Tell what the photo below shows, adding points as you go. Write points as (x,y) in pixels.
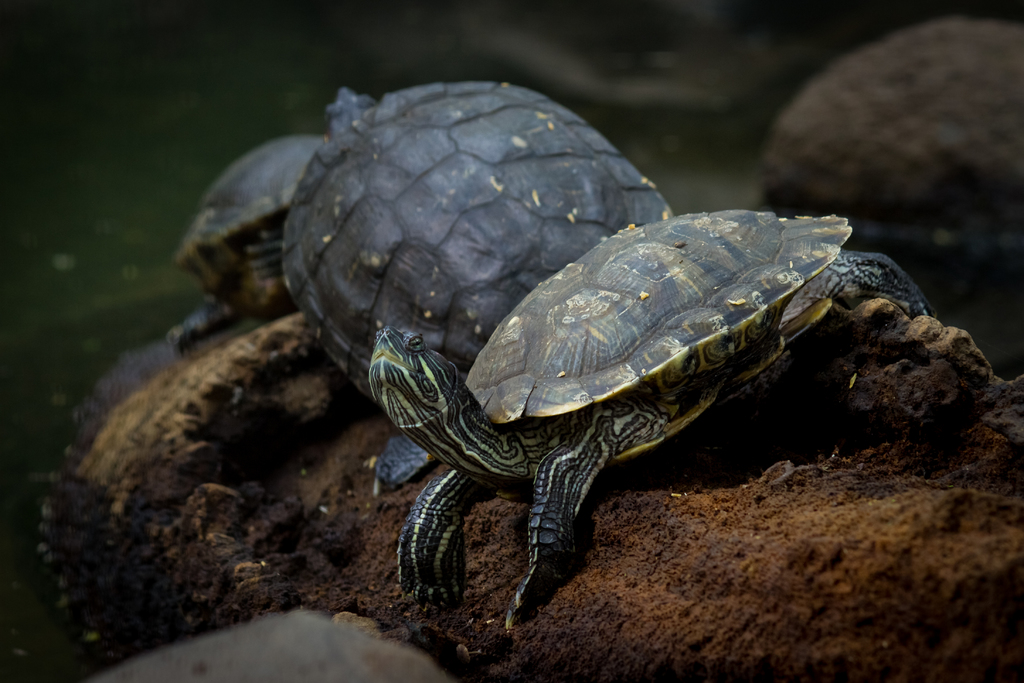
In this image I can see in the middle (478,292) it looks like there are turtles (488,190).
